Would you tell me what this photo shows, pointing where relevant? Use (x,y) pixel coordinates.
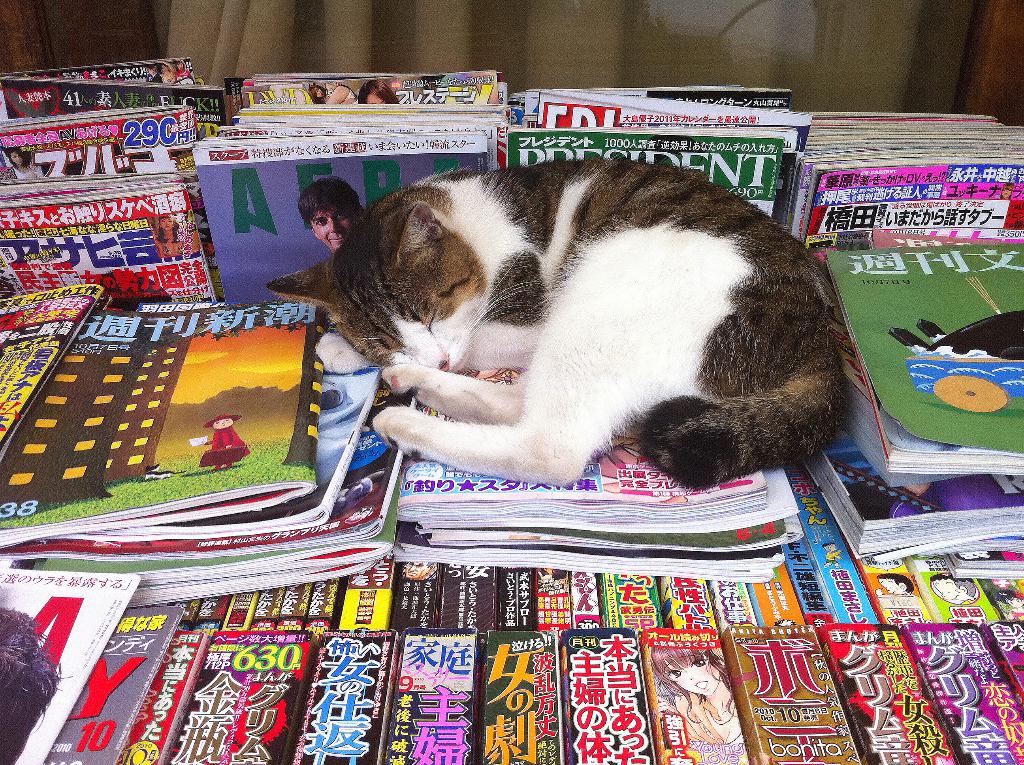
In this image we can see a cat (553,349) is sleeping on books (594,514). Behind cat (526,381) so many books (333,147) are arranged.
